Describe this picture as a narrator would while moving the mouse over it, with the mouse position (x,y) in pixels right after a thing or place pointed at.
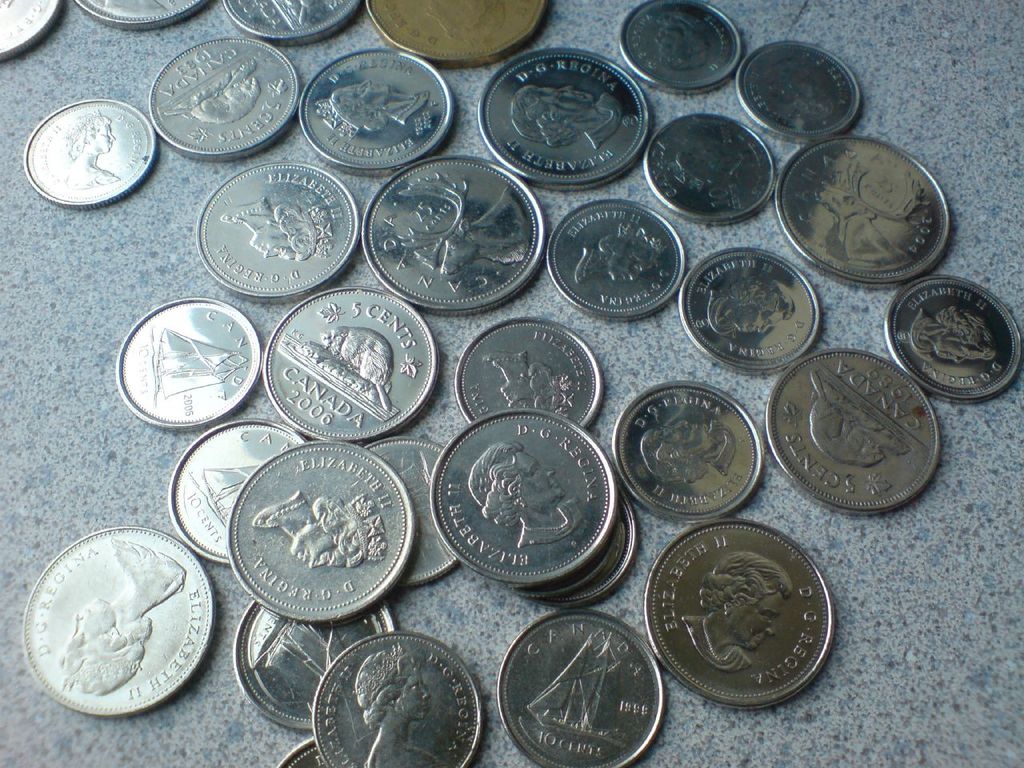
In this image we can see some currency coins (284,347) on the floor (134,447).
